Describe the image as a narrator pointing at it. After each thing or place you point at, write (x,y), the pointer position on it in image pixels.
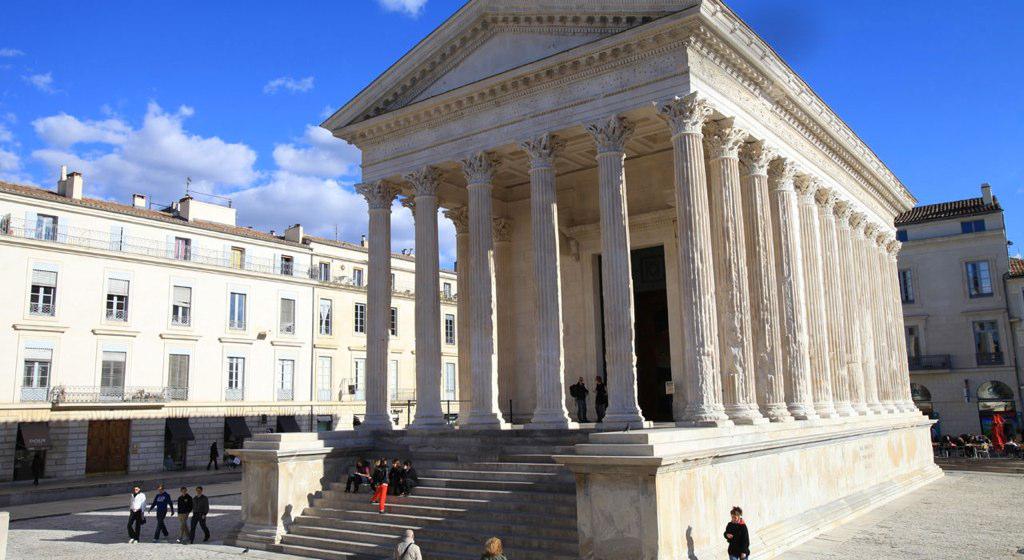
At the bottom of the picture (188,536), we see people (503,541) are walking. Beside them, we see people (406,485) are sitting on the staircase (398,502). Behind them, we see pillars (614,363) and a building (585,239) in white color. On the left side (228,316), we see buildings (126,382) in white color. In the background (909,339), we see a white building (954,270) with a brown color roof (941,212). At the top of the picture (306,87), we see the clouds (331,198) and the sky (263,99), which is blue in color.
